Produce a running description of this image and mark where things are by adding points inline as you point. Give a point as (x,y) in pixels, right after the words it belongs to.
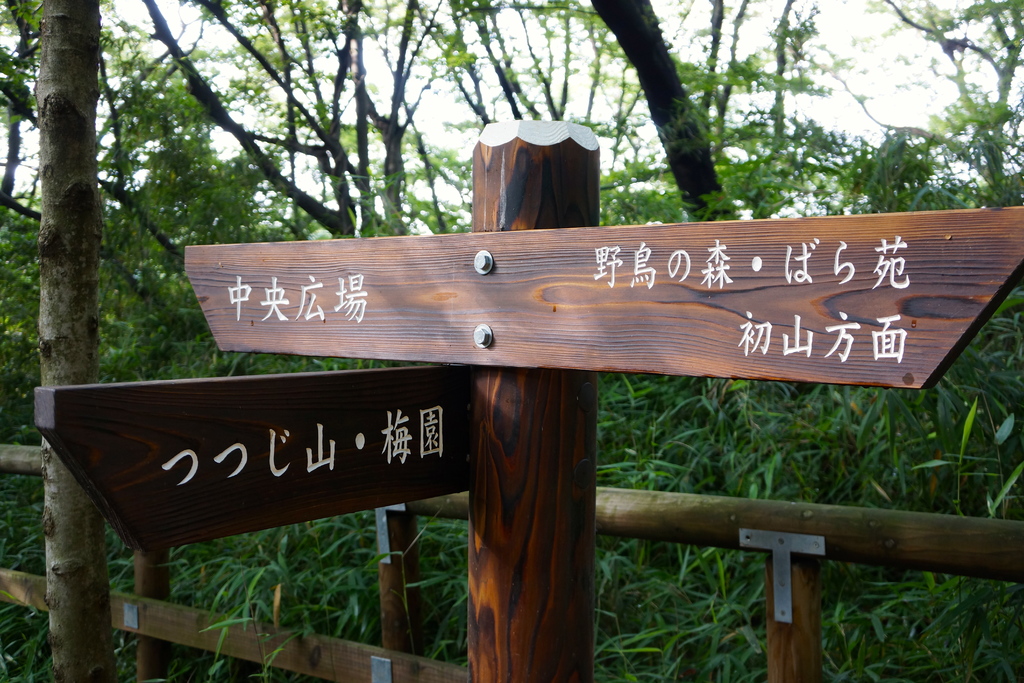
In the foreground of the image (417,410) we can see boards (497,351) with some text (395,454) placed on a pole (550,538). In the background (186,632), we can see a barricade (188,612), group of trees (640,167) and the sky (760,97).
